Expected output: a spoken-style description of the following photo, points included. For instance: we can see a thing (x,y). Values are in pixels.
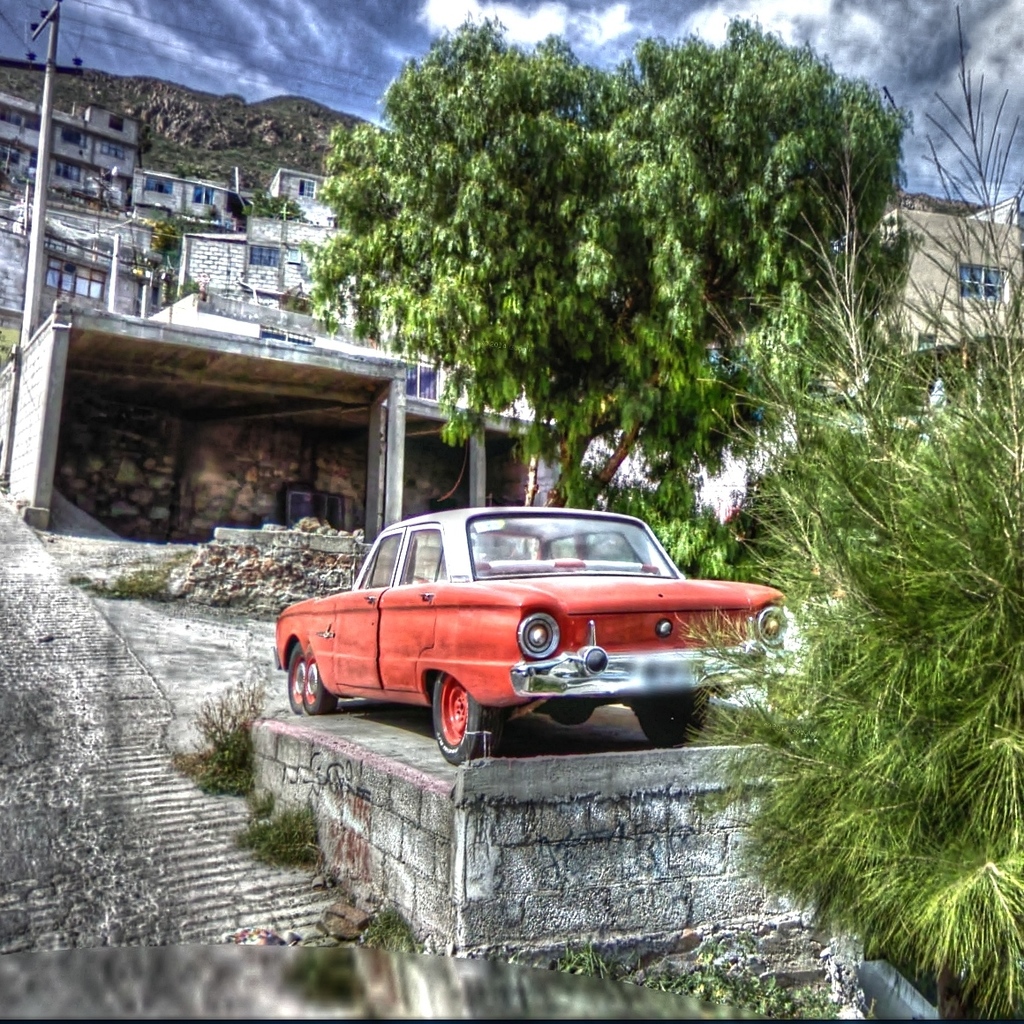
In this image we can see many houses (279,304) and a building (266,281). There is a car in the image. There is a cloudy sky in the image. There is a tree (781,664) in the image.
